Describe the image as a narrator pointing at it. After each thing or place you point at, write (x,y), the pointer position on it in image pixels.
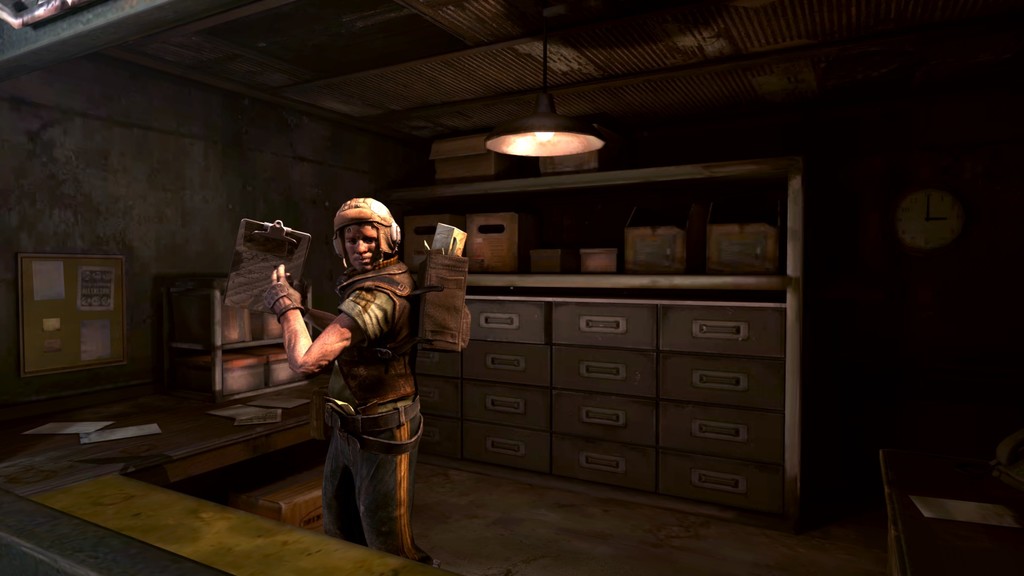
This is an animated image. In this image we can see a person (374,359) is holding an object (292,246) on the hands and carrying a bag (460,342) on the shoulders (405,274). In the background (469,353) there are racks (487,402), board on a wall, papers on a table (214,549) and other objects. On the right side (935,555) the image is dark but we can see a clock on the wall (961,121) and objects (945,463).
